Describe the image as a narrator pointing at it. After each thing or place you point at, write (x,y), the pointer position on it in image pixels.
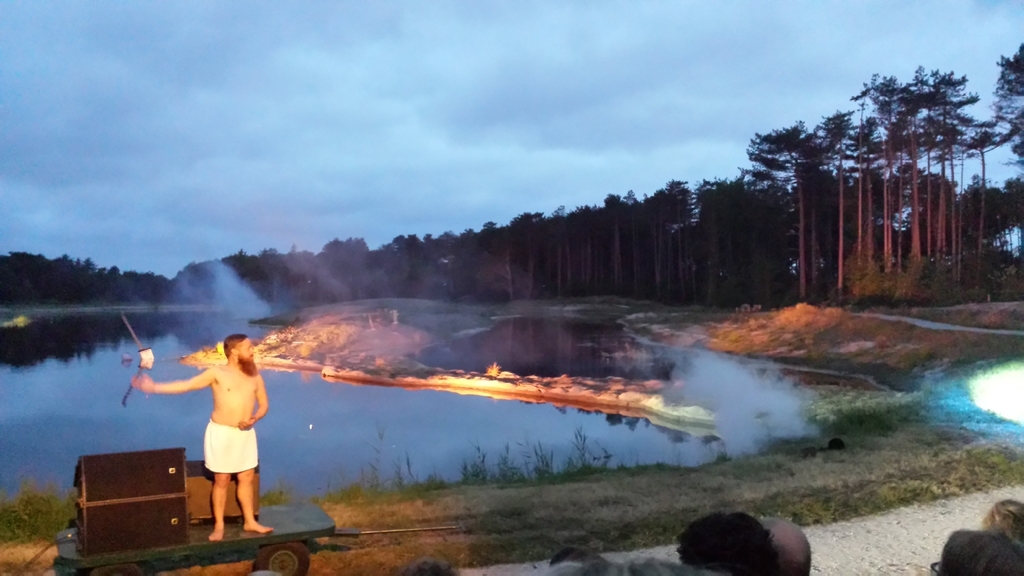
In the image we can see a man (216,426) standing. Here we can see grass (757,498), water (387,420), trees (729,222) and the cloudy sky (379,145). We can see there are even other people (775,543).
